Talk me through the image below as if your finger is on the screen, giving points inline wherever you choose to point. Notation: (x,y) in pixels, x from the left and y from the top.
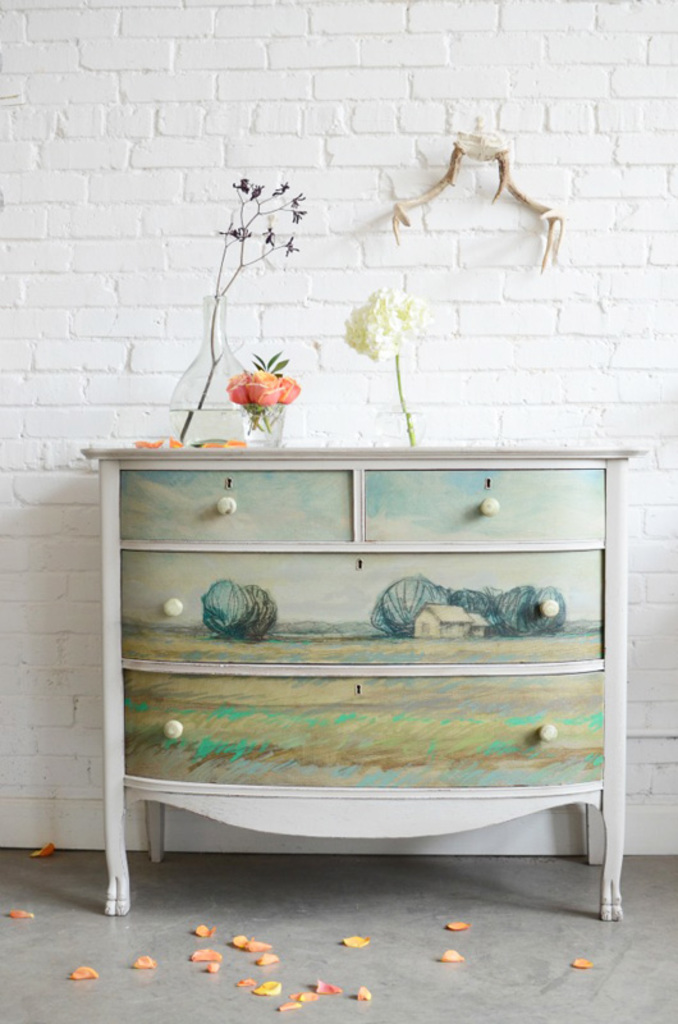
In the center of this picture (416,420) we can see the flower vases (279,408) are placed on the top of the cabinet (541,617) and we can see the pictures (459,641) of houses (442,620) and pictures (348,686) of some objects (392,608) on the cabinet (378,504). In the background (355,232) we can see the wall (65,487) and some objects (267,988) are lying on the floor (396,855).
